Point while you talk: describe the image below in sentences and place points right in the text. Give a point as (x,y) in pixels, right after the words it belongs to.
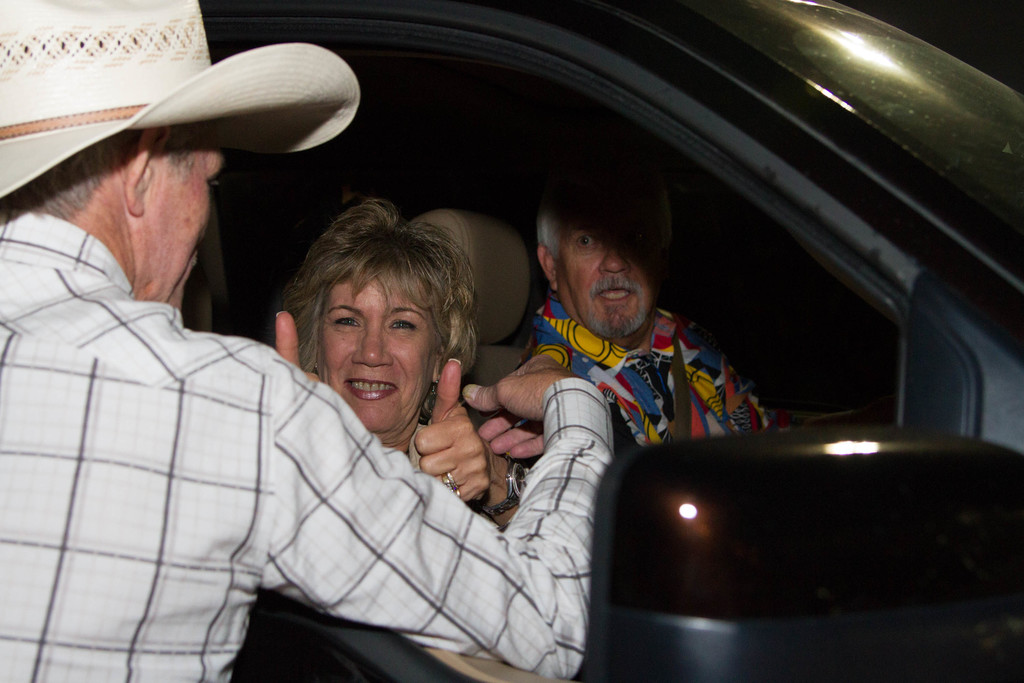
In this image we can see three persons (537,331), two of them are sitting in a car (920,238), one person (172,101) is wearing a hat (240,97), also we can see a side mirror (878,547).
